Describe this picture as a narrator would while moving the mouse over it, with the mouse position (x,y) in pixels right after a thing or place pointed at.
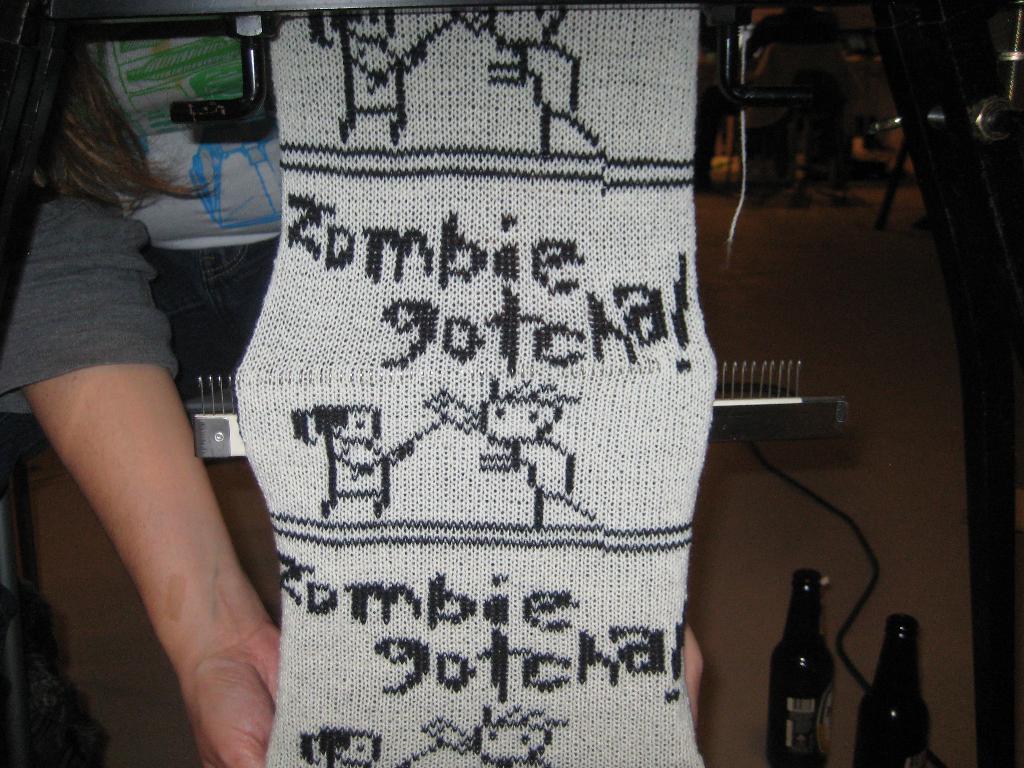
In this picture I can see a human (43,247) and looks like a cloth weaving machine (102,25) and I can see a cloth (523,513) with some text (353,228) on it and couple of bottles (910,665) on the floor (923,577) and I can see chairs (799,168) in the background (769,108).
